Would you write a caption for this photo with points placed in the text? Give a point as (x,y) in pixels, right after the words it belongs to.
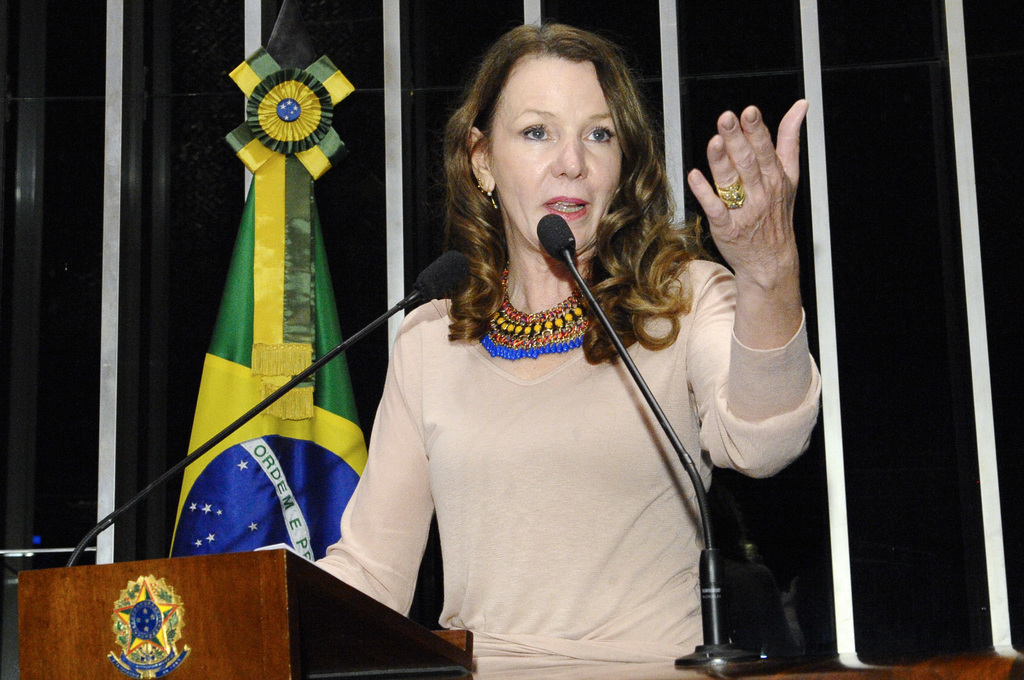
In this image we can able to see a person (509,310) talking in mics (257,407), in front of there is a podium (161,612) and behind her there is a flag (250,501).
